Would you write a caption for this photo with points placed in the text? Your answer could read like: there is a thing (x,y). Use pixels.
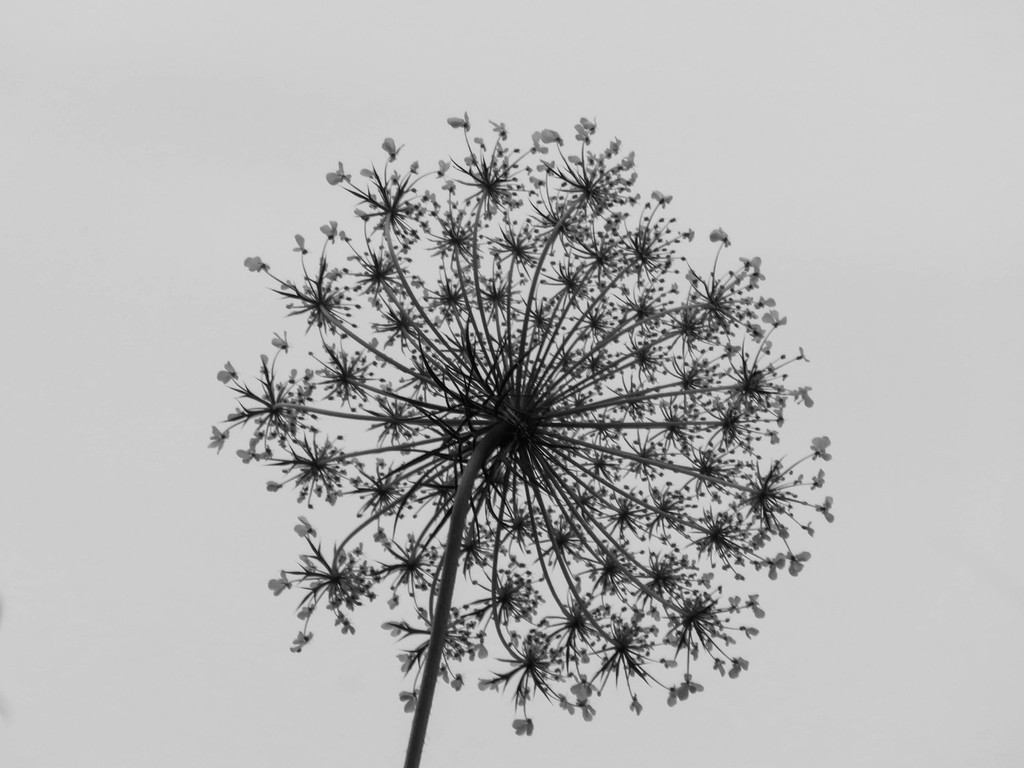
This is a black and white pic. Here we can see a plant (508,348) with small flowers (562,538) and in the background (418,82) the image is white in color.
